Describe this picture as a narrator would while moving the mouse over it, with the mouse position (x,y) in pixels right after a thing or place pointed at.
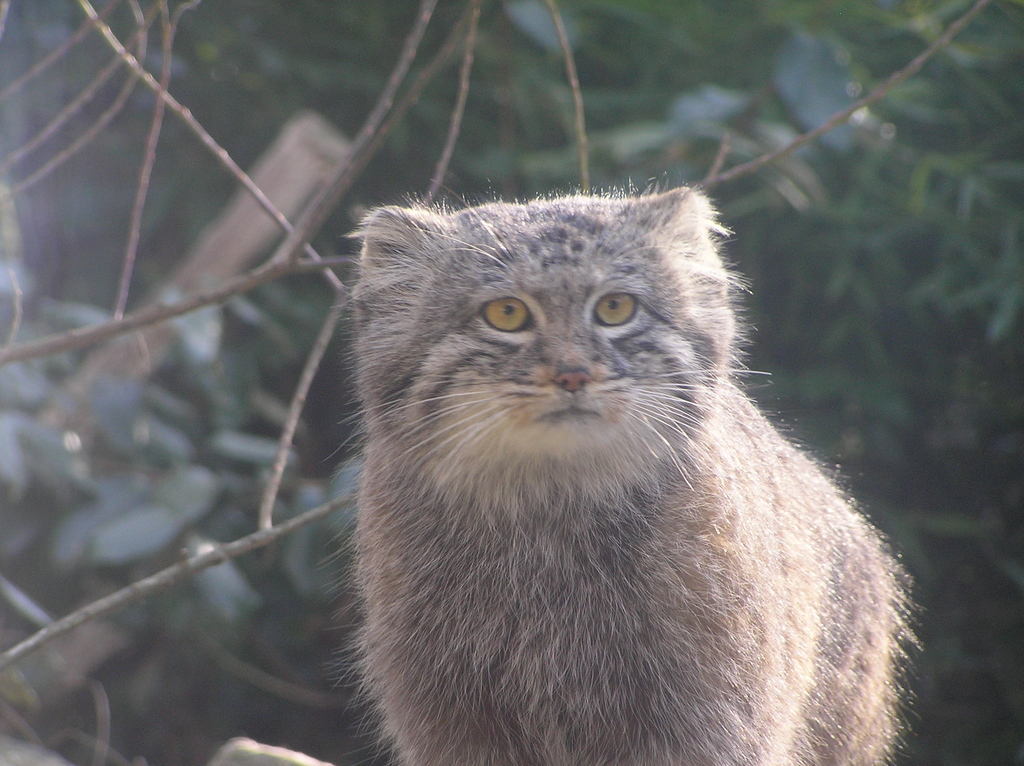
In this image we can see an animal (570,433) such as a cat (628,592). And in the background (723,75), we can see the trees (857,290).
